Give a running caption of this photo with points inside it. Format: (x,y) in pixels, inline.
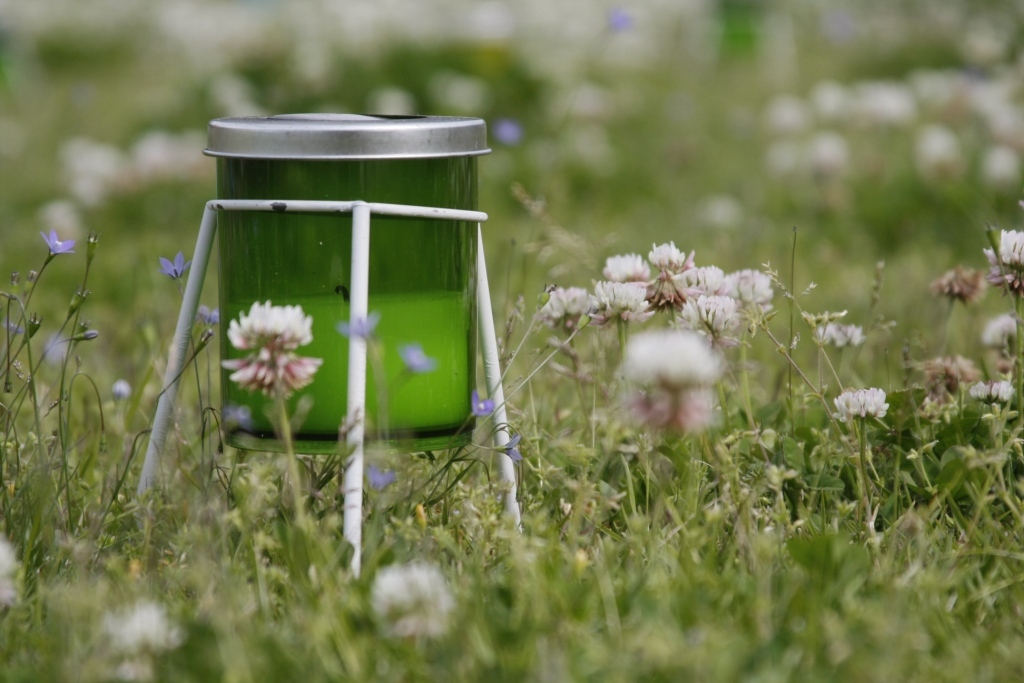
In this image there is a jar (333,286) attached to the stand (356,431), there are a few flowers (1009,254) and plants (558,225).
